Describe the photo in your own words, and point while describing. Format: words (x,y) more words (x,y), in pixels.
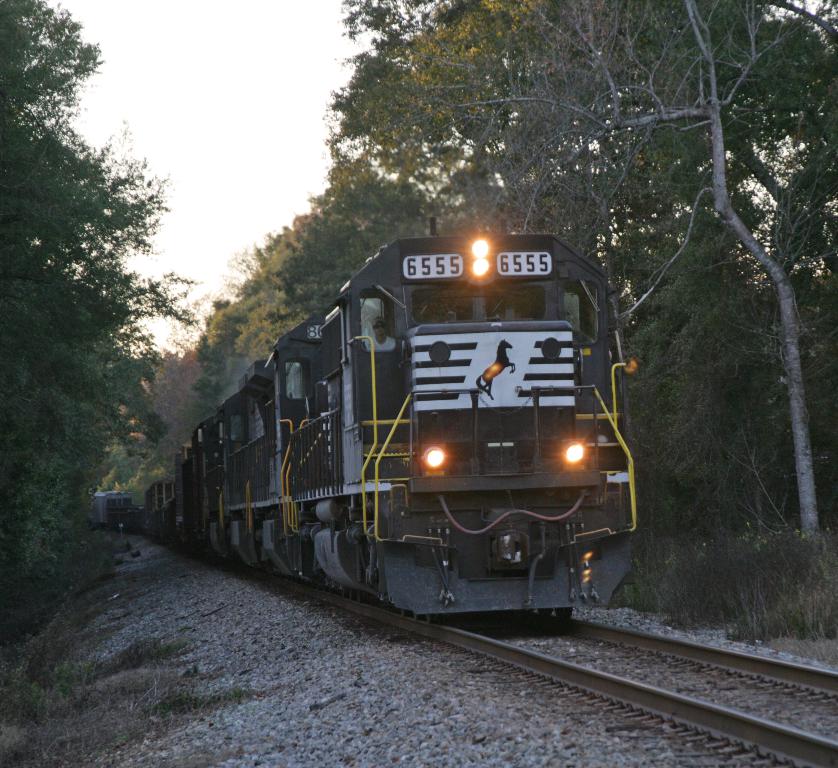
This picture contains a train (411,339) in black color is moving on the railway tracks (528,676). Beside that, we see concrete stones (340,662). On either side of the train (177,540), there are trees (157,444) and at the top of the picture (151,95), we see the sky (210,253).
